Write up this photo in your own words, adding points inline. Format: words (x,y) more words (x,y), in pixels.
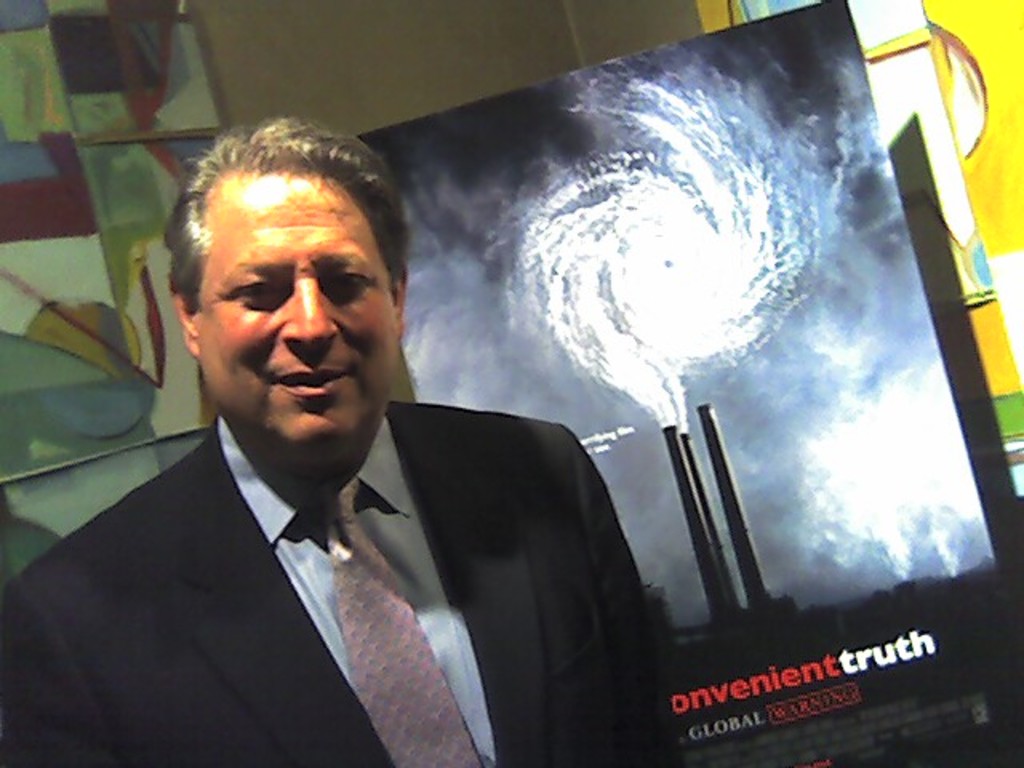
In the image there is a man (351,612) in the foreground (351,612) and behind him there is a poster (726,267), in the background (3,104) there is a wall (176,160).
